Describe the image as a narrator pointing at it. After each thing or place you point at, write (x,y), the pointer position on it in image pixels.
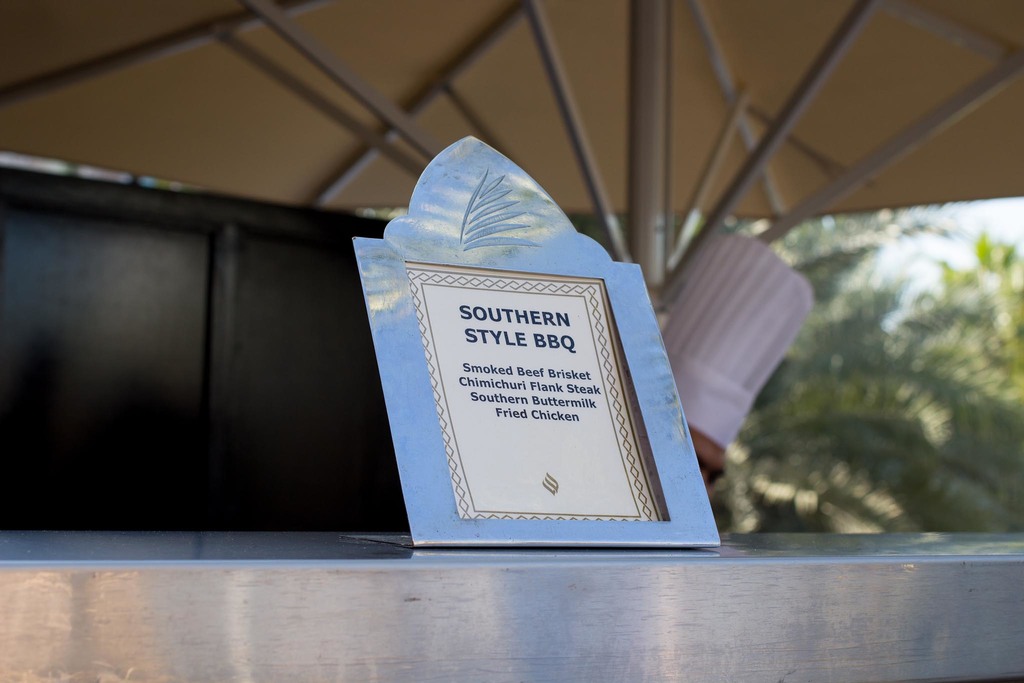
In this picture we can see a board (500,543) on a steel surface (167,580). There is a tree (985,336) in the background (921,409).
